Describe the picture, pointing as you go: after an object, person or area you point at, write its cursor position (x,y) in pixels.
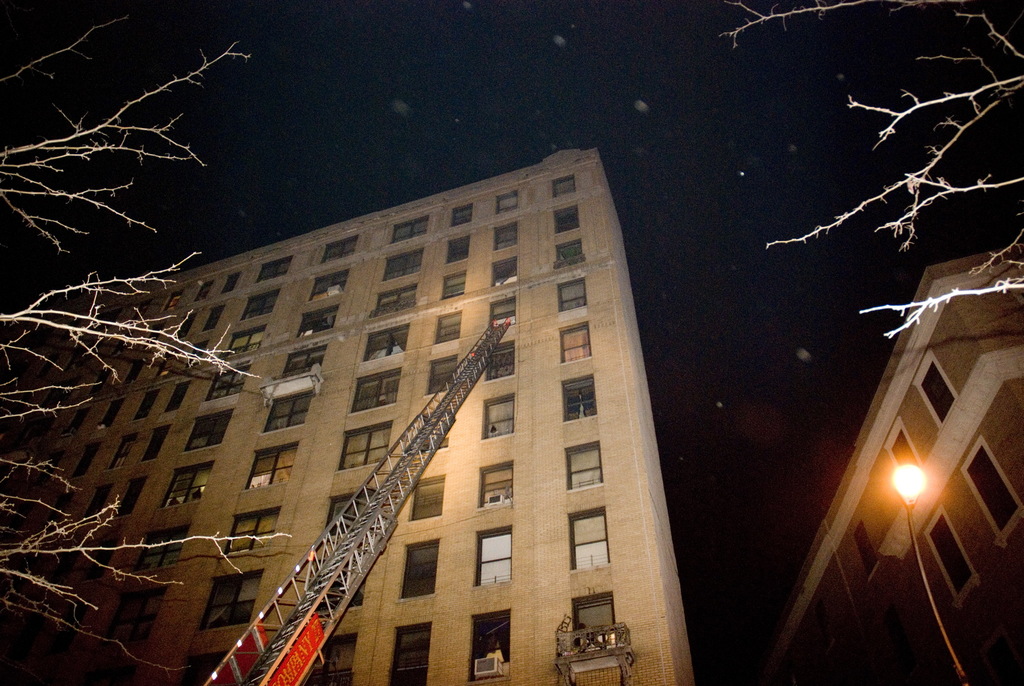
In this image there are buildings (535,520). We can see glass windows (564,393). There is a metal ladder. There is a street light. There are trees (24,501) on the both sides. There are stars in the sky (795,253).
